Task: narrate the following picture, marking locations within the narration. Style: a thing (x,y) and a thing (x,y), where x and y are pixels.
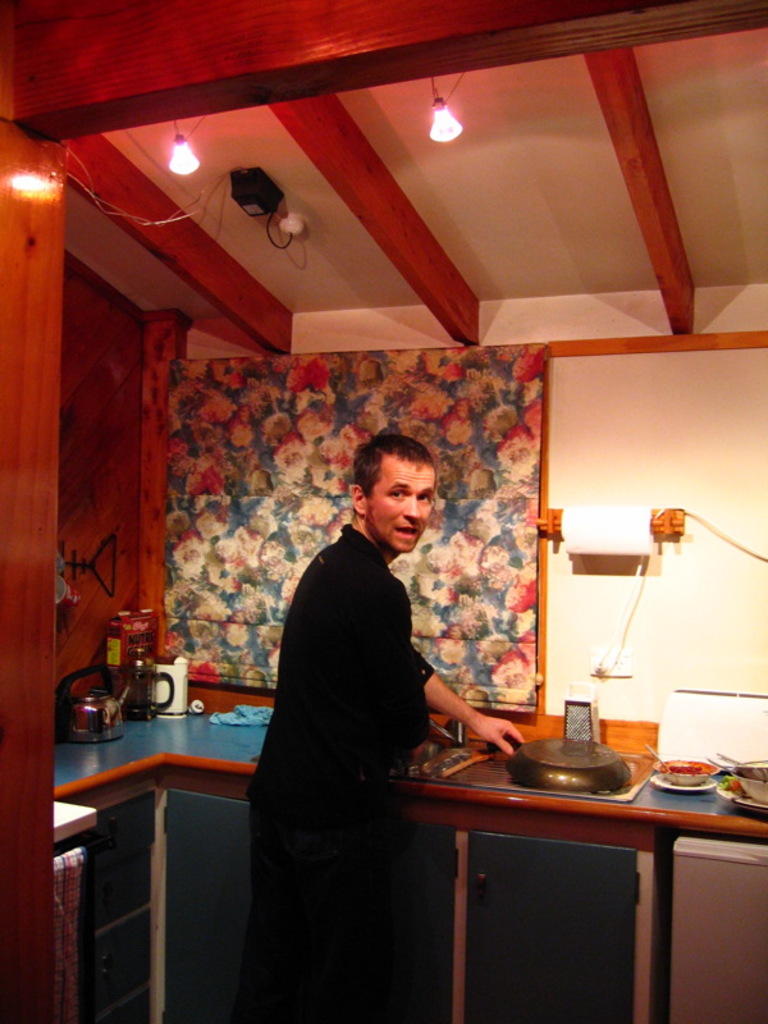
In this image we can see a person (299,824). In the background of the image (733,502) there is a wall (718,639), utensils (766,781), tissue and other objects (709,902). At the top of the image (502,165) there is the roof (426,172), lights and an object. On the left side of the image (24,268) there is a wooden object (25,453). At the bottom of the image (612,930) there are cupboards (447,878).
